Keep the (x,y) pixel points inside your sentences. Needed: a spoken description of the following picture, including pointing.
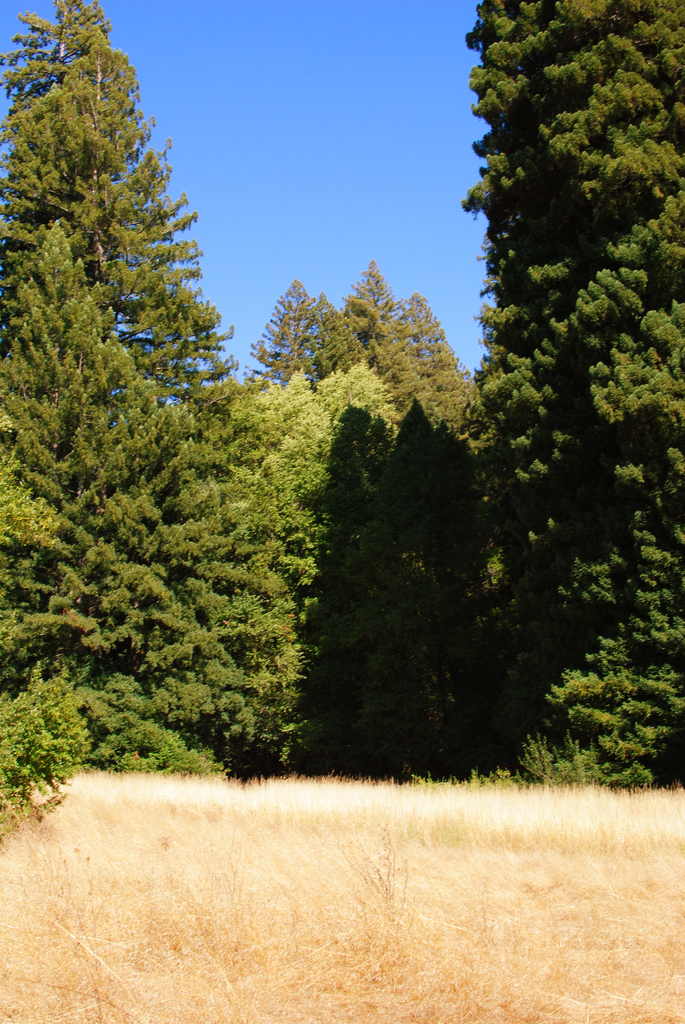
This image is taken outdoors. At the top of the image (298,125) there is a sky (327,230). In the background (323,622) there are many trees (191,673) and plants (587,768). At the bottom of the image (154,903) there is a ground (230,910) with grass (260,898) on it.
